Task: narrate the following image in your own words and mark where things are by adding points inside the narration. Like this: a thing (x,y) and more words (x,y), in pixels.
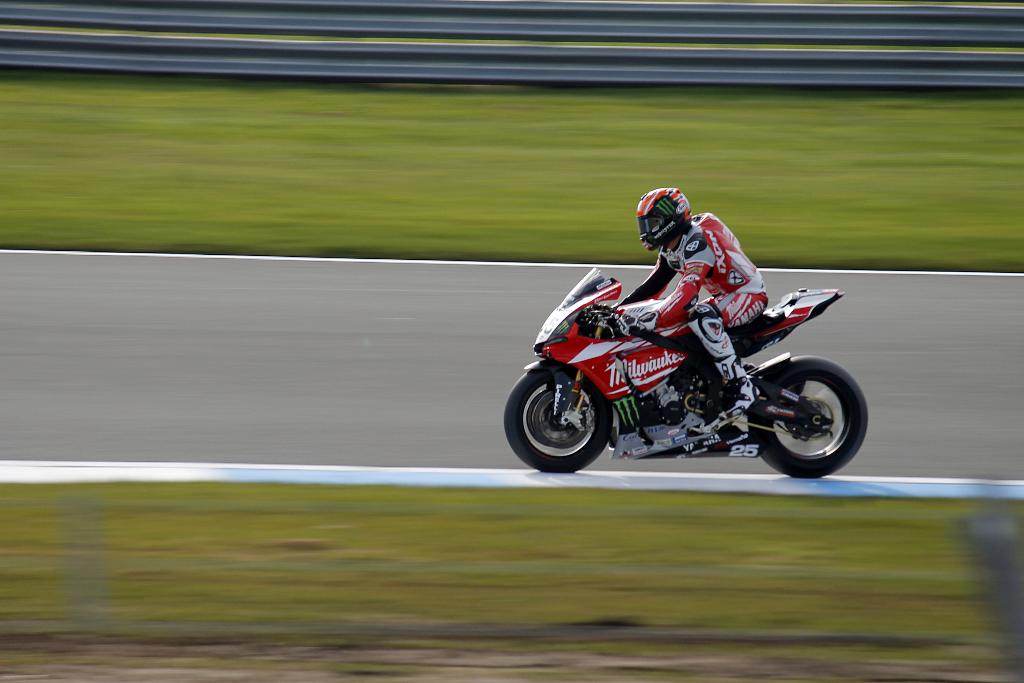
This picture is clicked outside. On the right (758,301) we can see a person (648,219) wearing helmet (675,226) and riding a red color bike (634,398) and we can see the green grass (346,153) and some other objects (487,56).
